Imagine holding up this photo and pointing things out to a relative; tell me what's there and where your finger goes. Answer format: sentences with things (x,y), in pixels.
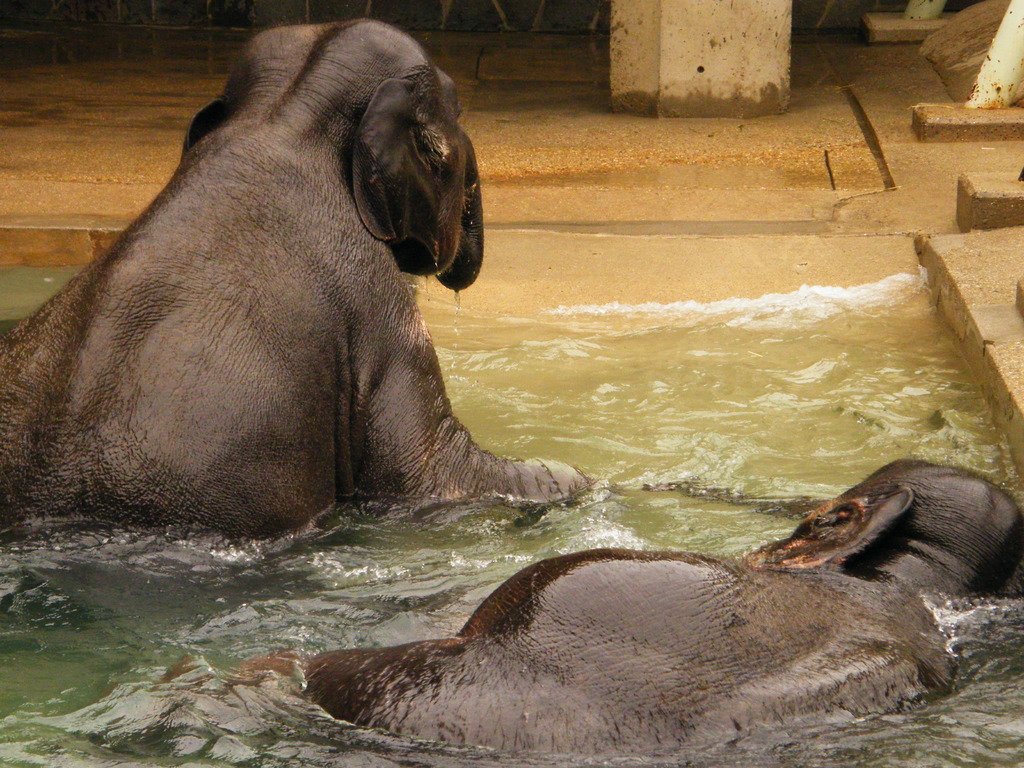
In this image I can see there are two animals (869,573) visible on water (147,566) and at the top (510,52) I can see beam (681,66), floor (831,57).
